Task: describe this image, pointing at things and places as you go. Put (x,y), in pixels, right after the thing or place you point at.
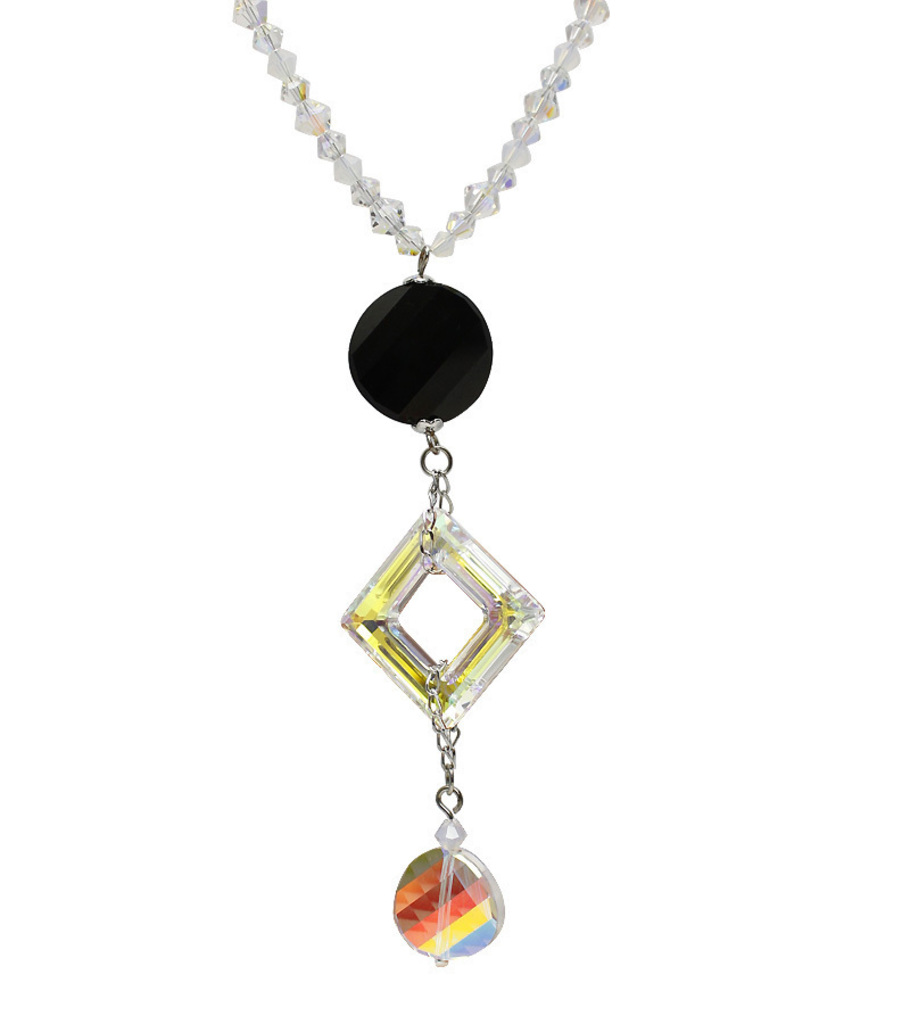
In this image we can see a necklace (461,383), there is a black color object (424,350), a square object (427,575) and a multi colored object (444,896) attached to the necklace (430,485) with chain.
